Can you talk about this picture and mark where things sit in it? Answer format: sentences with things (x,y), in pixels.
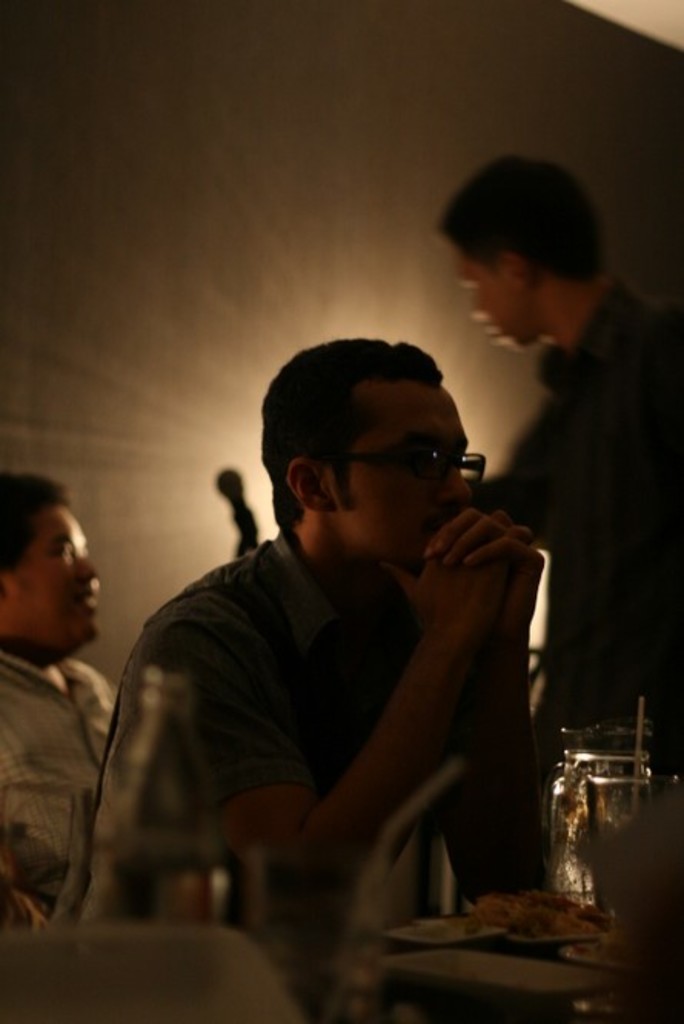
In this image, there are a few people (477,534). We can see some glass objects (317,909) and food items (512,921). We can see the background (263,44). We can also see some objects (124,982) at the bottom (195,804).
